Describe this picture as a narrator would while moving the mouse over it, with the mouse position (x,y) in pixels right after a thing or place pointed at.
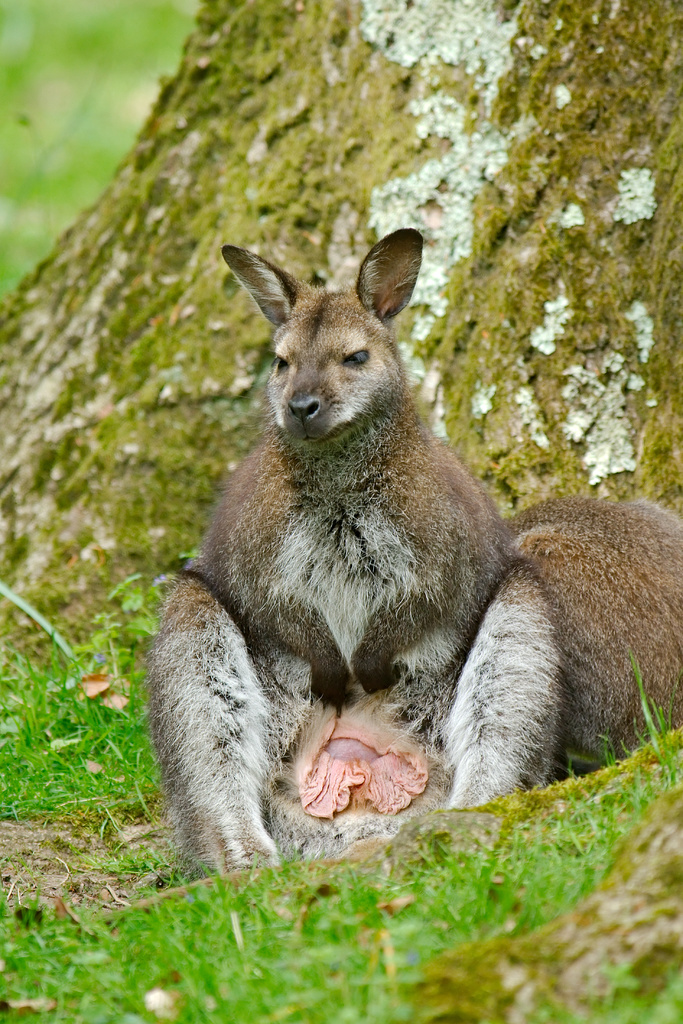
In the center of an image (339,596) we can see an animal (351,649). We can also see some grass (299,900) and the bark (124,414) of a tree (142,365).
